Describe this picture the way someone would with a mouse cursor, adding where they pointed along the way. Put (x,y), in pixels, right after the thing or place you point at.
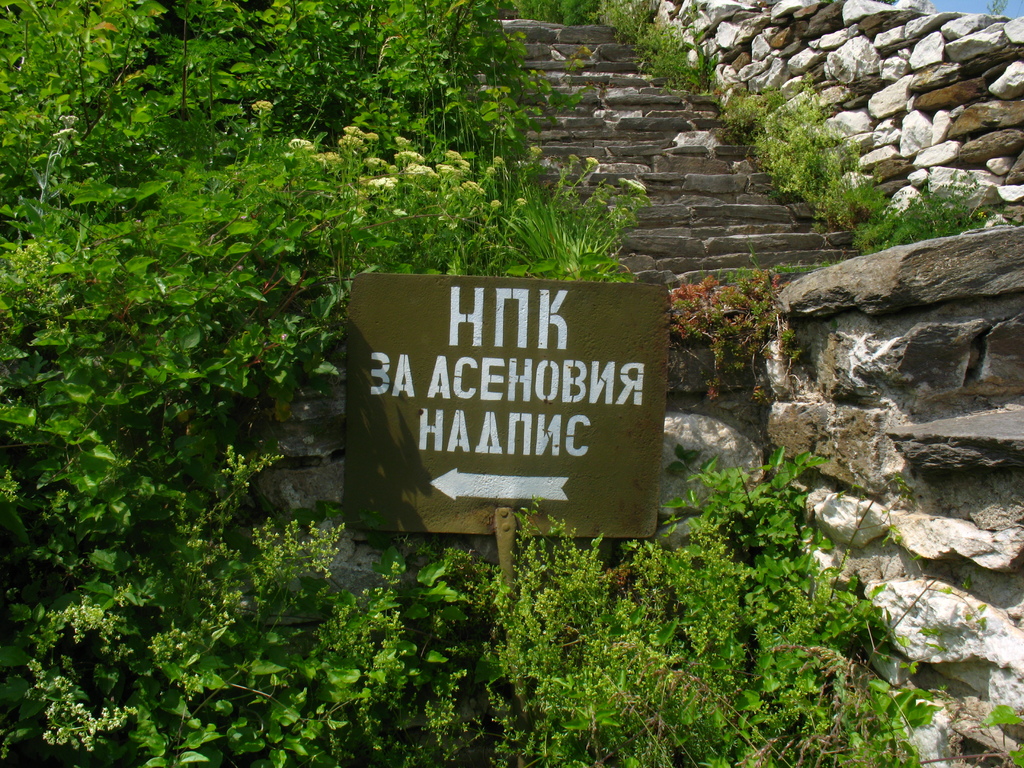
In this image I can see few trees (446,121), stones (835,41), stairs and the board (508,343). Something is written on the board (361,420).
